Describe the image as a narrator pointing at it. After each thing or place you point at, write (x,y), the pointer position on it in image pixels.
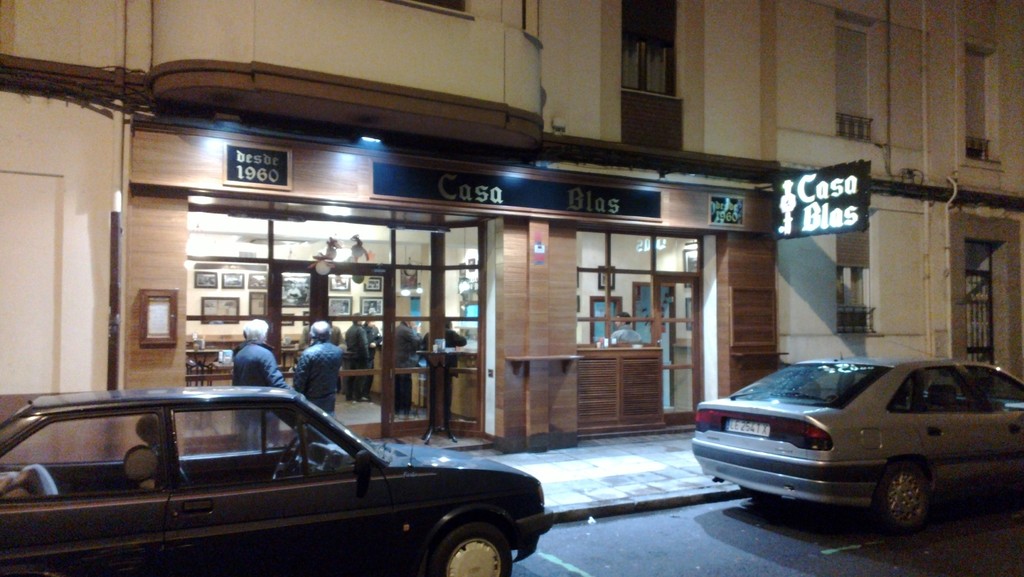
There are two cars (793,451) on the road (694,544). Here we can see a building (760,229), boards (780,217), windows (650,300), glasses (685,362), door (378,376), and few persons (416,337). There are frames (373,279) on the wall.
